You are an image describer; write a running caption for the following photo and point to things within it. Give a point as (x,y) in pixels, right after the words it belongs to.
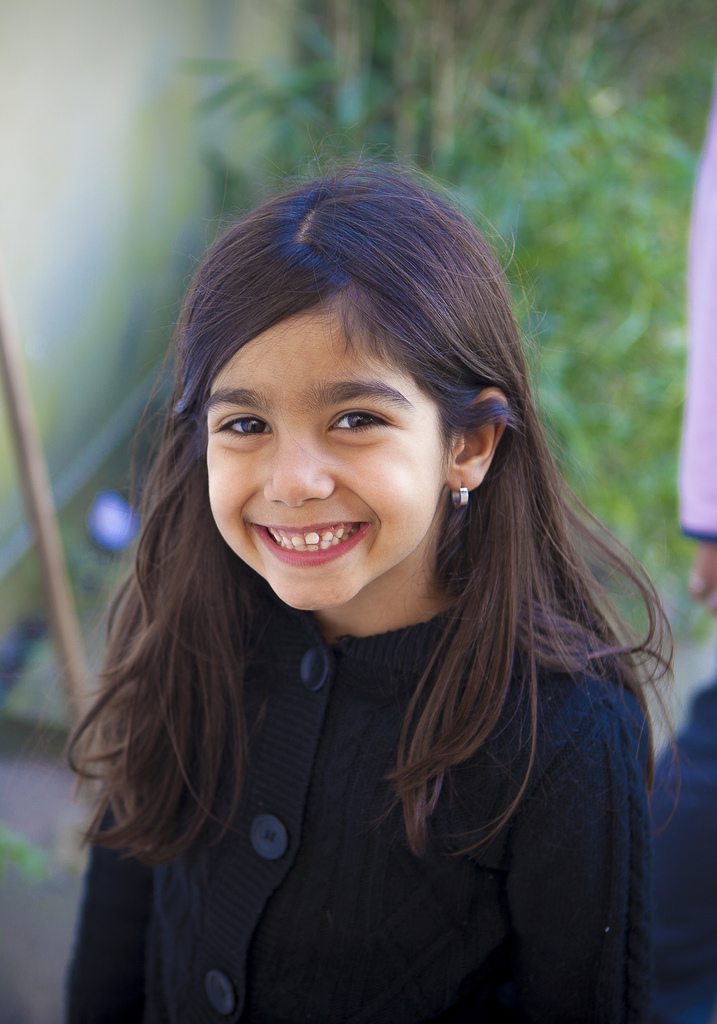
In this image we can see one girl (269,697) standing and laughing. There is one wooden stick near to the wall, some objects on the surface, backside of the girl (370,409) one person hand (707,317) and leg (700,857) is there. There are some plants (305,20) and grass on the surface (13,815).
